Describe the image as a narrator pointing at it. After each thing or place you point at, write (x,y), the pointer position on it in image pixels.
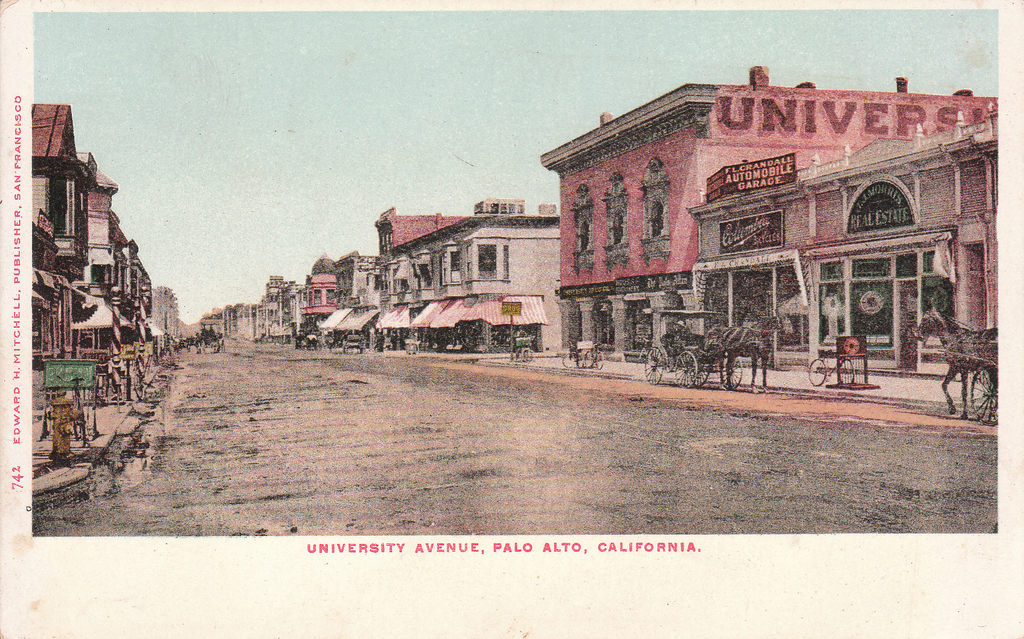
In this image I can see a text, horse carts (675,381), vehicles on the road (402,431). In the background (279,173) I can see buildings (91,279), shops (93,346), boards (130,358) and the sky (236,186). This image looks like an edited photo.
